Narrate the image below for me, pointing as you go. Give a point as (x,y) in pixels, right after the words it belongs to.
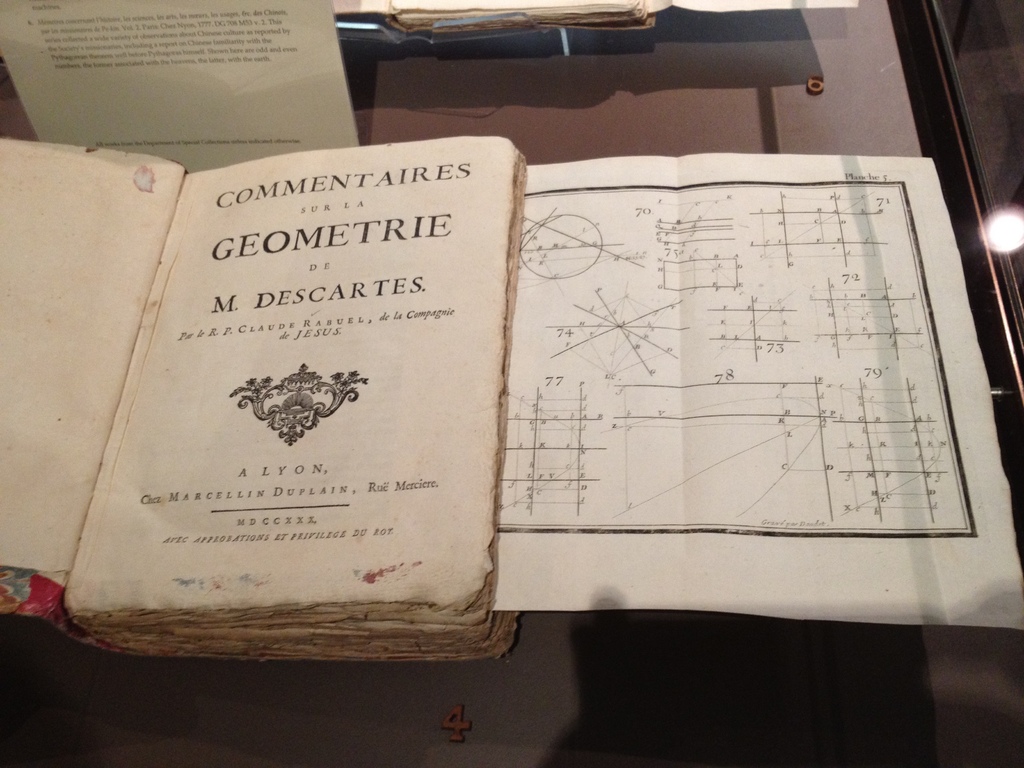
This is a book (276,467), on the right side (816,222) there is a diagram (778,416) in the chart (780,380) in this image.
